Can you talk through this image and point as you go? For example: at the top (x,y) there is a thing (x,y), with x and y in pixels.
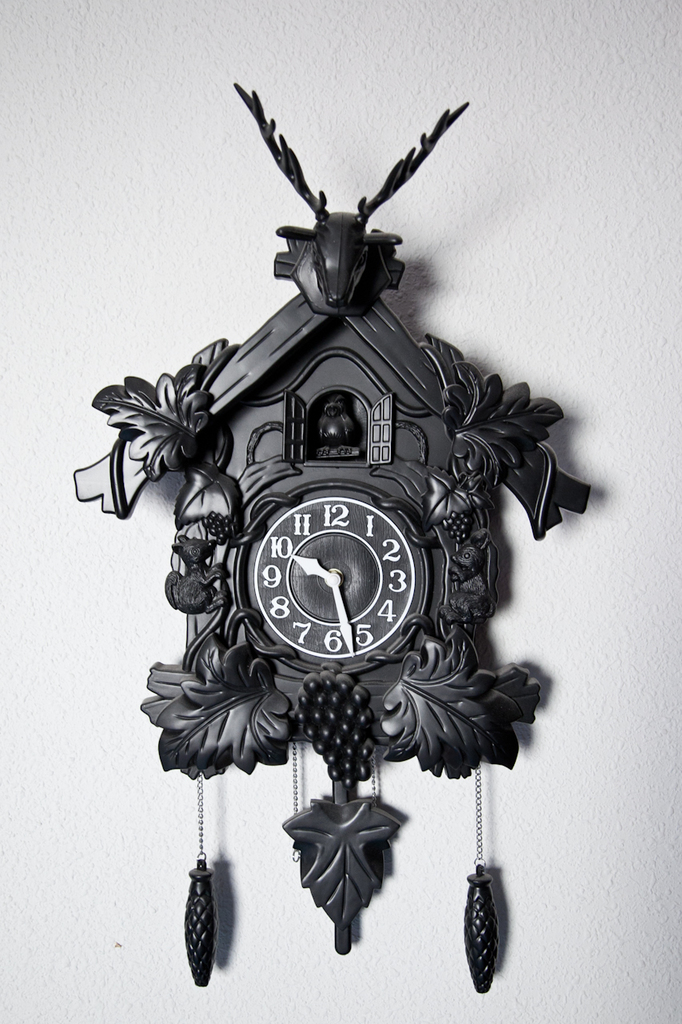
In this picture I can see the clock (377,611) which is placed on the wall (646,645). This clock (411,541) is shaped like a hut.
